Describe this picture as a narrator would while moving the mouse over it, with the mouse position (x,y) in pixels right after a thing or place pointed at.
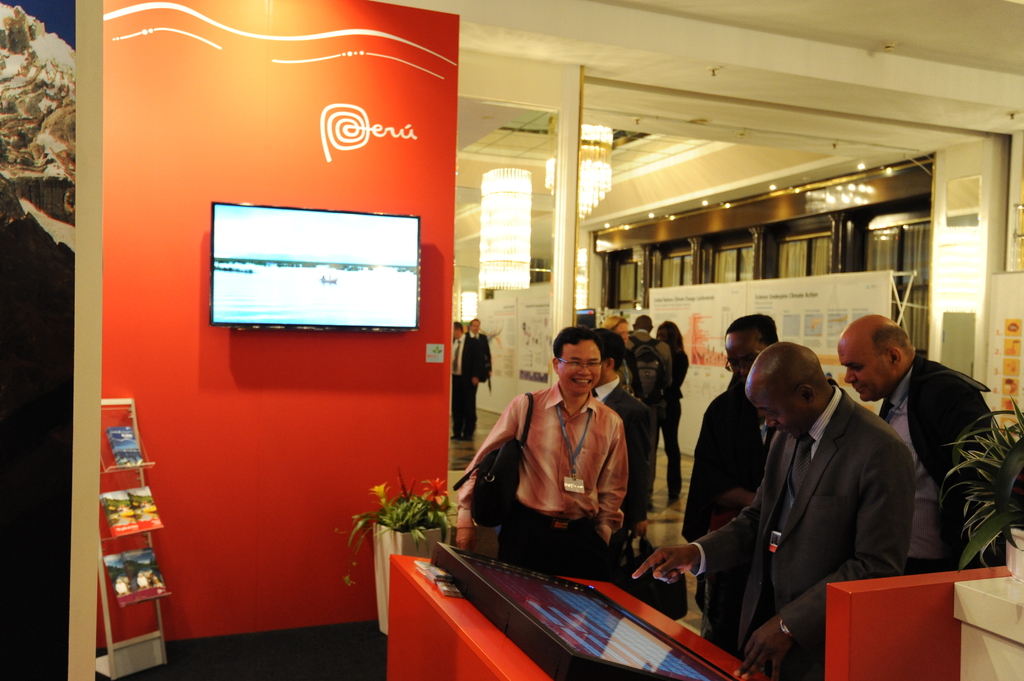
In this picture there are few persons (730,500) standing and there is a display (603,596) in front of them and there is a television (277,271) attached to the wall (205,272) beside them and there are few books (130,455) placed on the stand (114,518) in the left corner (113,500) and there are few other persons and some other objects (583,279) in the background (608,286).
